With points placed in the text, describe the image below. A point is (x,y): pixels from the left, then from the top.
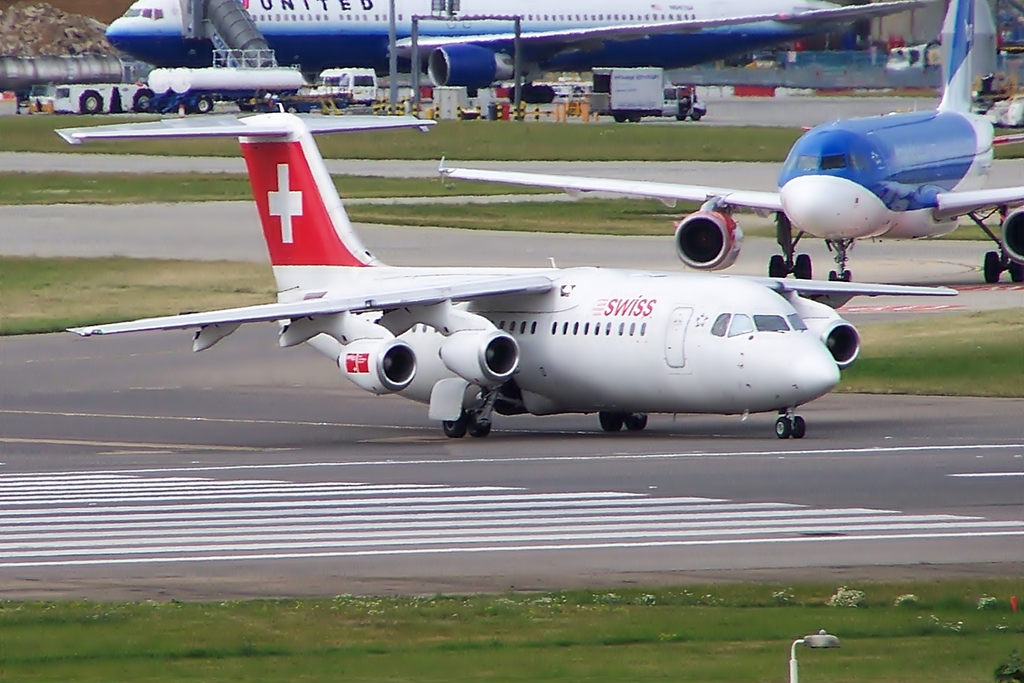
In the image there are aircrafts (457,60) on the land (92,156), around them there is grass (508,150), vehicles (369,77) and other objects (796,60).
